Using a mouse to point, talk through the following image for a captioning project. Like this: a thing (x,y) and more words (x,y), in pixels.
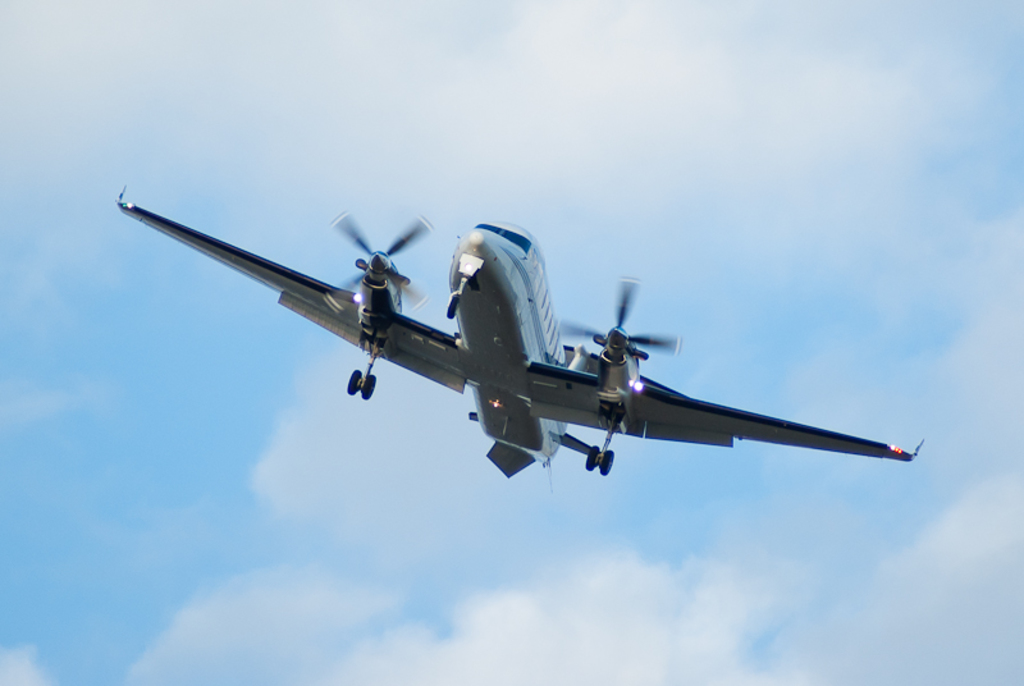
There is an aircraft (543,411) in the center of the image (470,239) and the sky (391,641) in the background (670,299).
